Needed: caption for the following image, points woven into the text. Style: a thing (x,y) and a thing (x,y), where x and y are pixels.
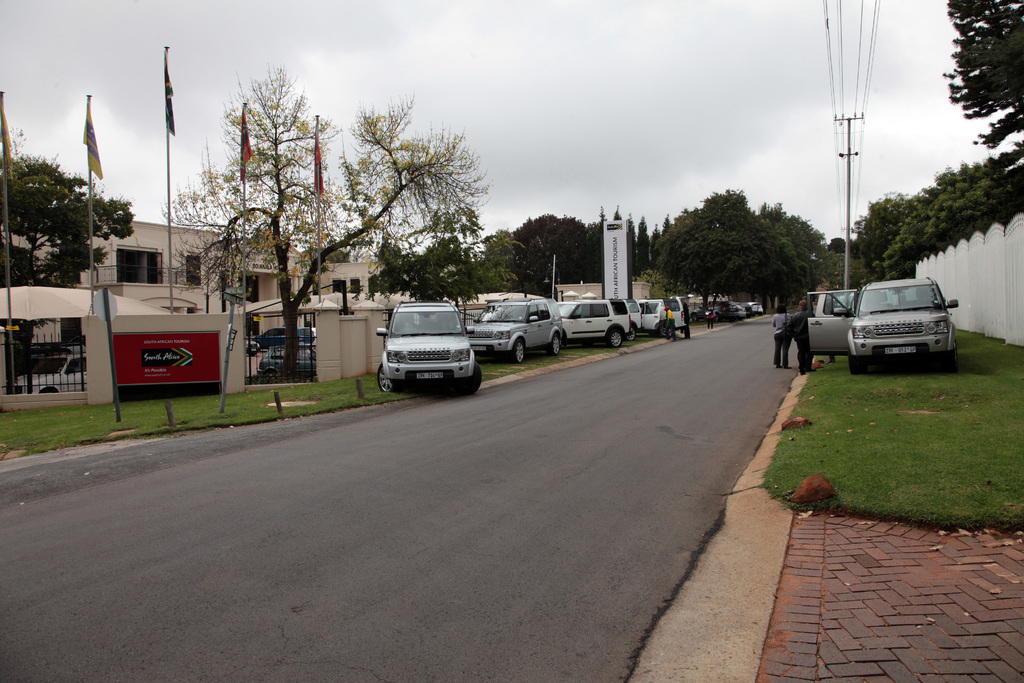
In this image we can see a road (711,370), cars (817,331) parked on the side, there are some trees (853,258), a fence (983,261), a pole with wires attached to the pole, grass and a pavement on the right side of the picture (965,259), on the left side (153,265) there is a building (154,263) and flags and trees (430,250) in front of the building (156,248) and in the background (558,243) there are trees (734,222) and the sky (738,172).
